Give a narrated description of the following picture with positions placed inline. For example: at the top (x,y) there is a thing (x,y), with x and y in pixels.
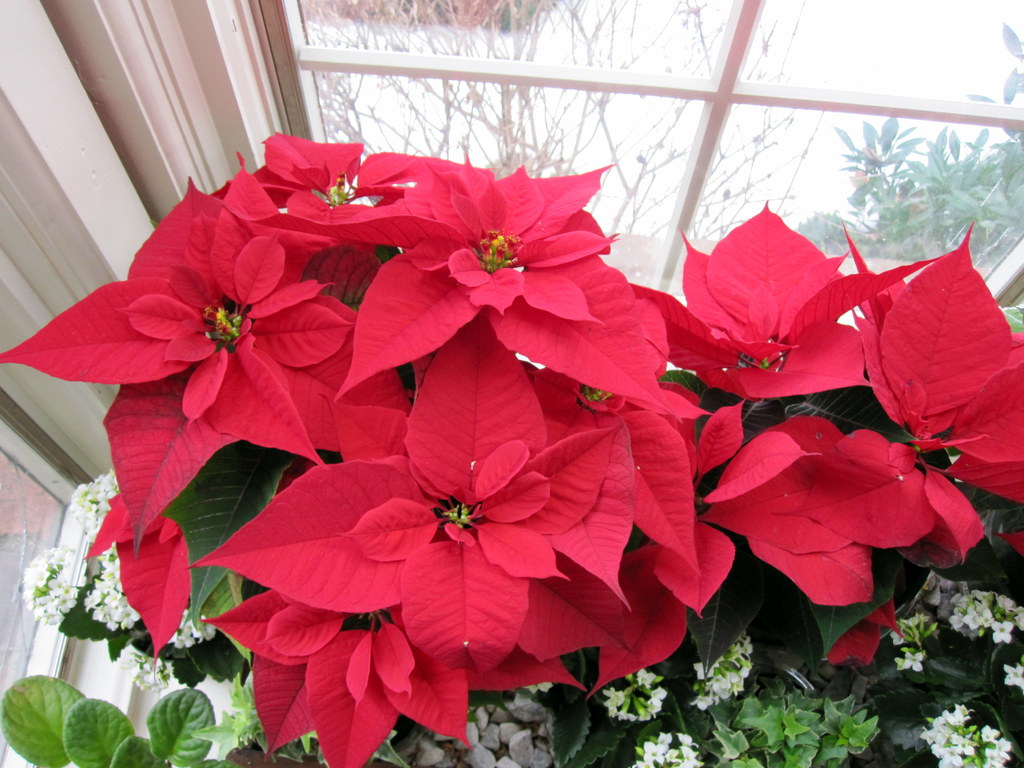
In this image I can see flowering plants (600,572), pillar (68,202) and window (873,254). This image is taken may be during a day.
